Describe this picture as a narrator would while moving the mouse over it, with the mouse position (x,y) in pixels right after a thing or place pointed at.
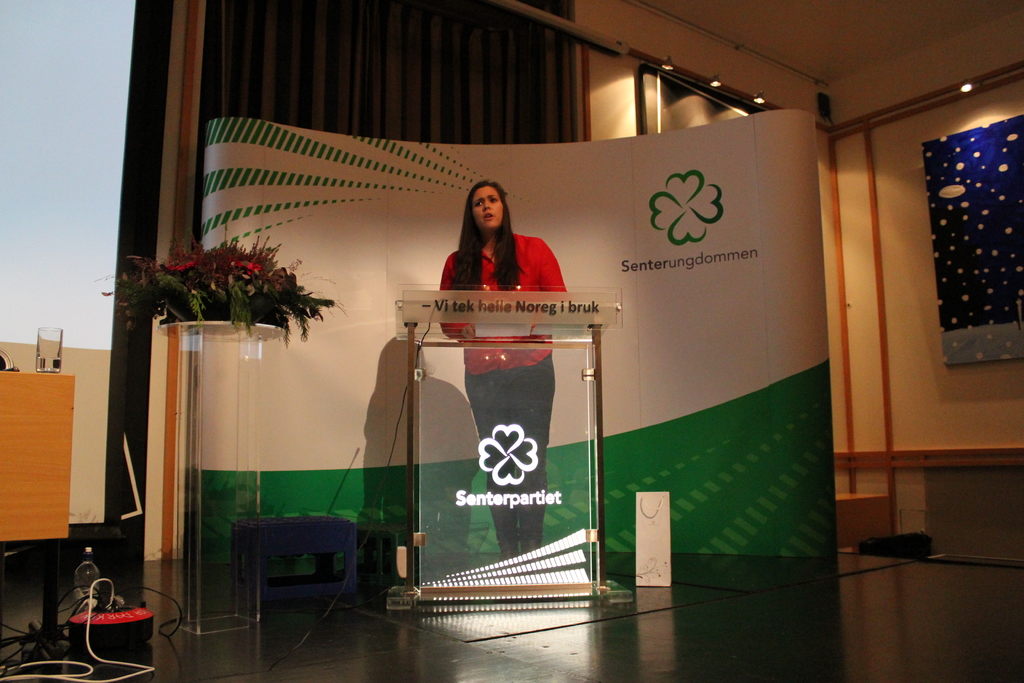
In-front of this woman (524,270) there is a podium (556,457). Backside of this woman (481,273) there are tables (381,534), bag (668,563), curtain (402,47) and hoarding (528,216). Here we can see a bouquet (258,280) on this stand (229,394). On this table (46,436) there is a glass (51,351) with water (50,363). Backside of this table (27,384) there is a screen (26,245). Painting board (962,312) is on the wall (904,264). These are lights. On the floor (399,668) there is a bottle (84,571), cables (33,632) and things (121,639).
